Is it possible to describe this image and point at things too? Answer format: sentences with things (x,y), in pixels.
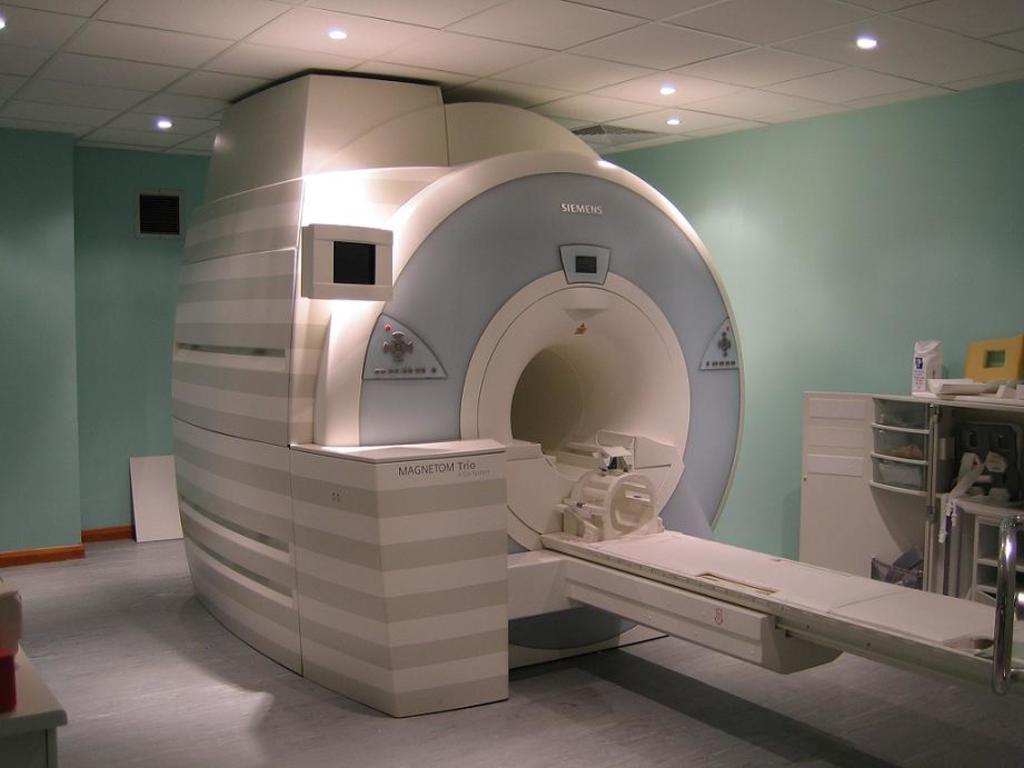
This picture is clicked inside. On the left corner (35,675) there is a table (45,735). In the center (451,315) there is a white color object (396,403). In the Background (824,550) there is a wall (813,176) and a white cabinet (830,415) on the top of which some items (964,387) are placed and there are some items (968,454) in the cabinet (974,503). At the top (622,61) there is roof (649,48) and the ceiling lights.
